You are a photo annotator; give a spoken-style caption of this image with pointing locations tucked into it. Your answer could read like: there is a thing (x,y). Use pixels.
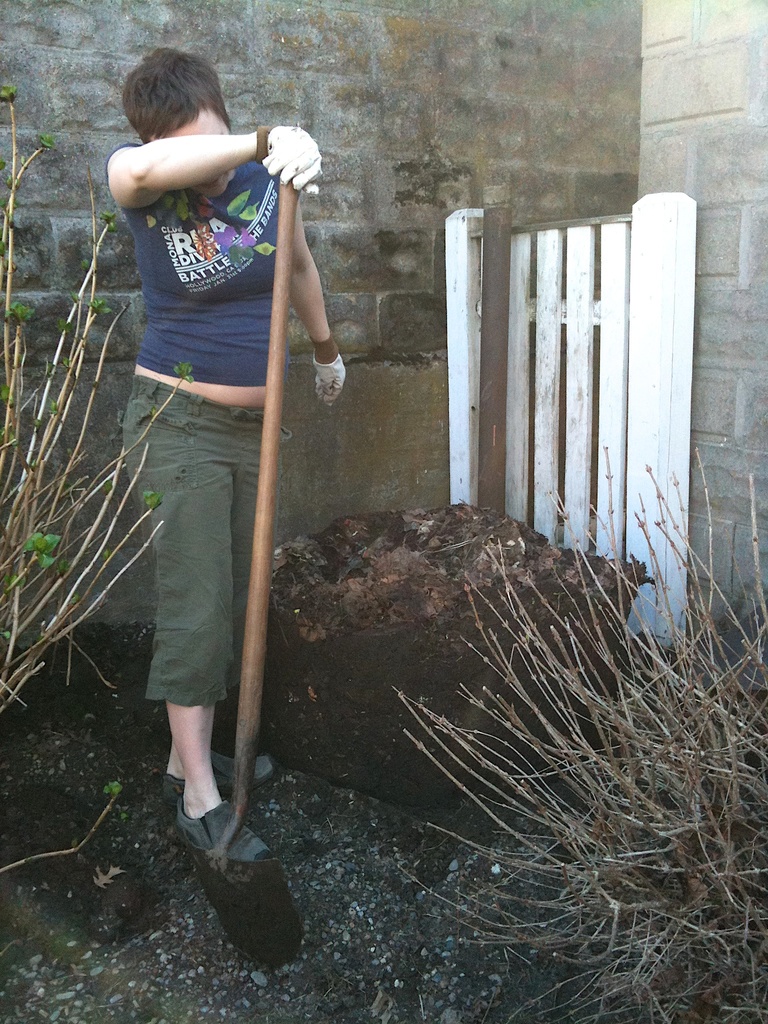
In this image, we can see a lady (231,483) holding stick (248,669) and in the background (610,272), there are plants (575,730), rock (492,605) and a fence (621,371). At the bottom (340,907), there is ground (353,958).
